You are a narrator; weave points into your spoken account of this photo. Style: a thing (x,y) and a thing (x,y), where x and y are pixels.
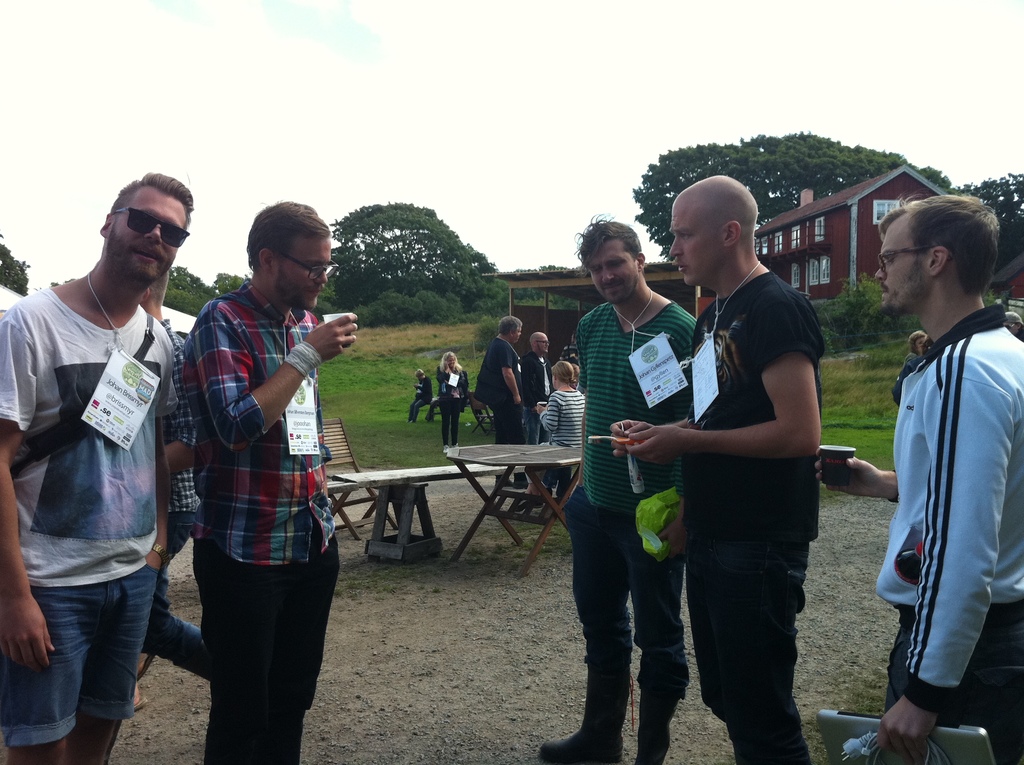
In this image i can see a group of people (209,499) are standing on the ground (428,648) in front of a table (532,452). I can also see there are few trees (416,240) and a house (788,238).
